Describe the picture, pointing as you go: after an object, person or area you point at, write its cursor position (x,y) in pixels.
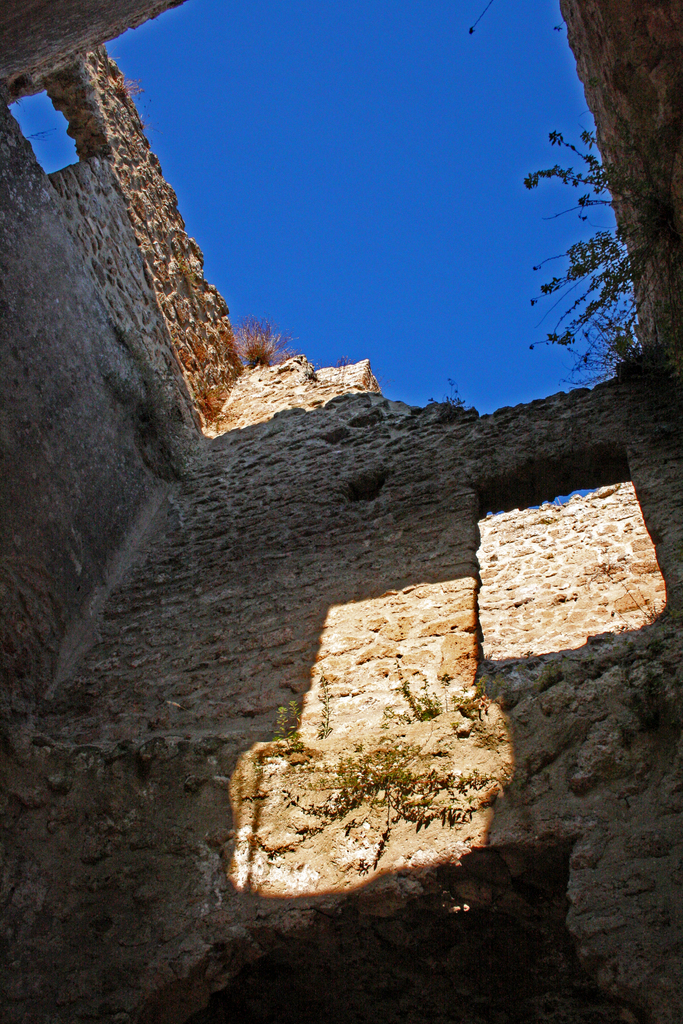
These are the walls (249,548) of a building (471,521). I can see the plants (259,343). This looks like a dried grass (270,331). Here is the sky (374,187).
